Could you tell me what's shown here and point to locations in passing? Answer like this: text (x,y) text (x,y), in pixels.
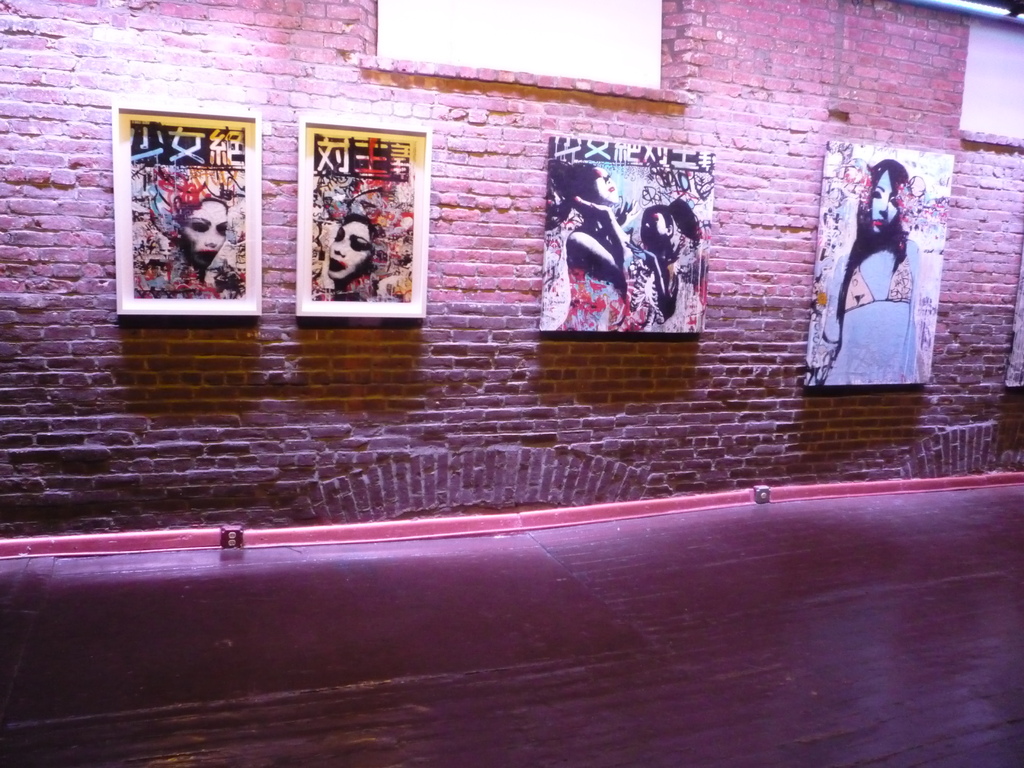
In this picture we can see a wall (256,380) with the photo frames (554,226).
